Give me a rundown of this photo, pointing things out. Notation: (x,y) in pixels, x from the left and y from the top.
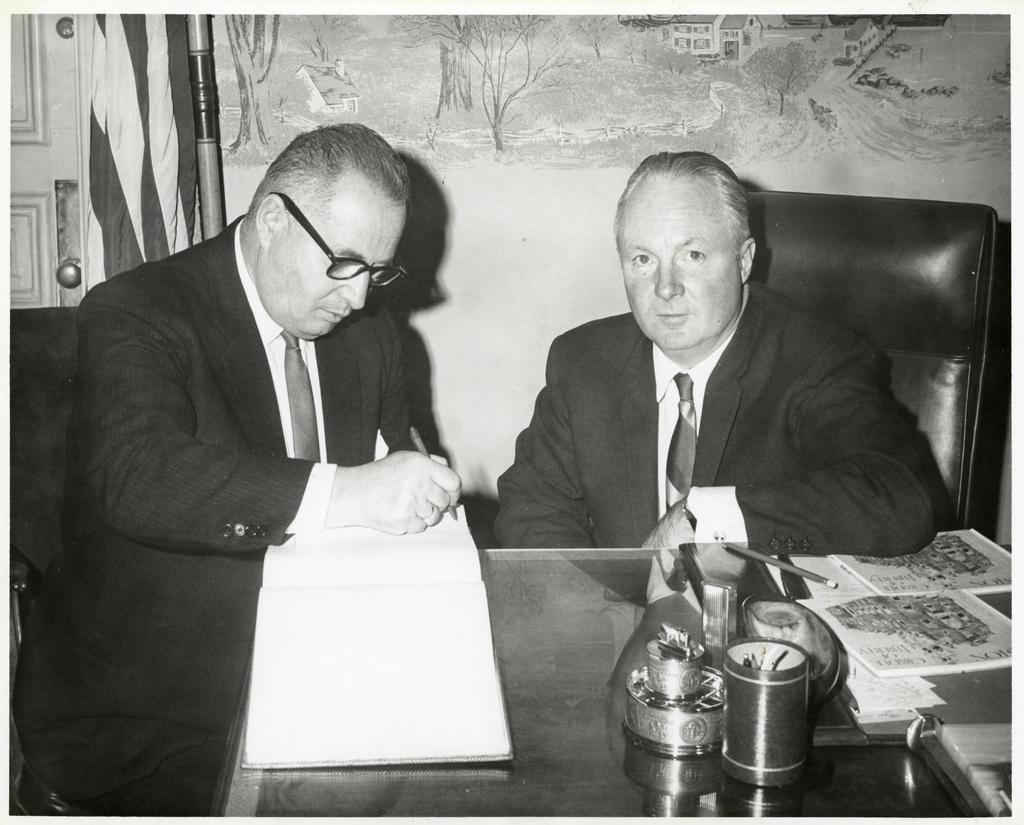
In this picture I can see couple of men (592,398) sitting on the chairs (810,296) and I can see a man (311,508) writing something in the book (404,604) and I can see papers (898,600) and few items (767,643) on the table (584,661) and in the background (515,197) I can see painting (459,110) on the wall (369,115) and a flag (118,83) on the left side (153,73).
